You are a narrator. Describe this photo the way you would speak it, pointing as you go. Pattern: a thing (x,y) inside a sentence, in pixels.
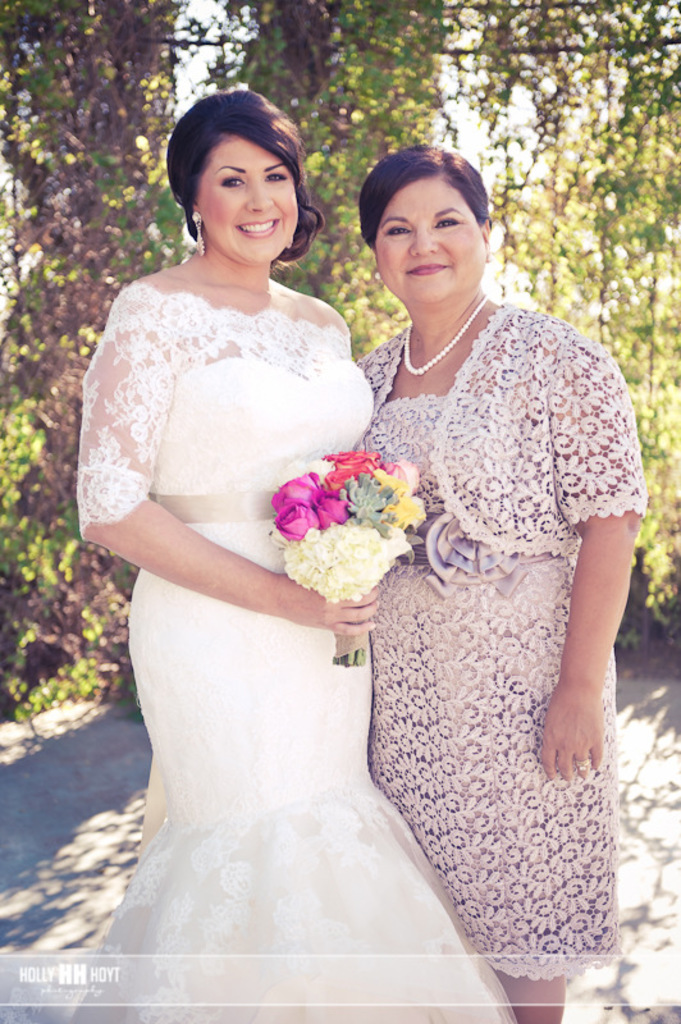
In the background (47,55) we can see the trees (535,107). In this picture we can see the women (211,125) wearing dresses (457,442). A woman (245,409) on the left side (224,504) is holding a flower bouquet (340,639) and they both are smiling. At the bottom portion of the picture (92,759) we can see the floor (77,936). In the bottom left corner of the picture (77,996) we can see watermark (103,985).
